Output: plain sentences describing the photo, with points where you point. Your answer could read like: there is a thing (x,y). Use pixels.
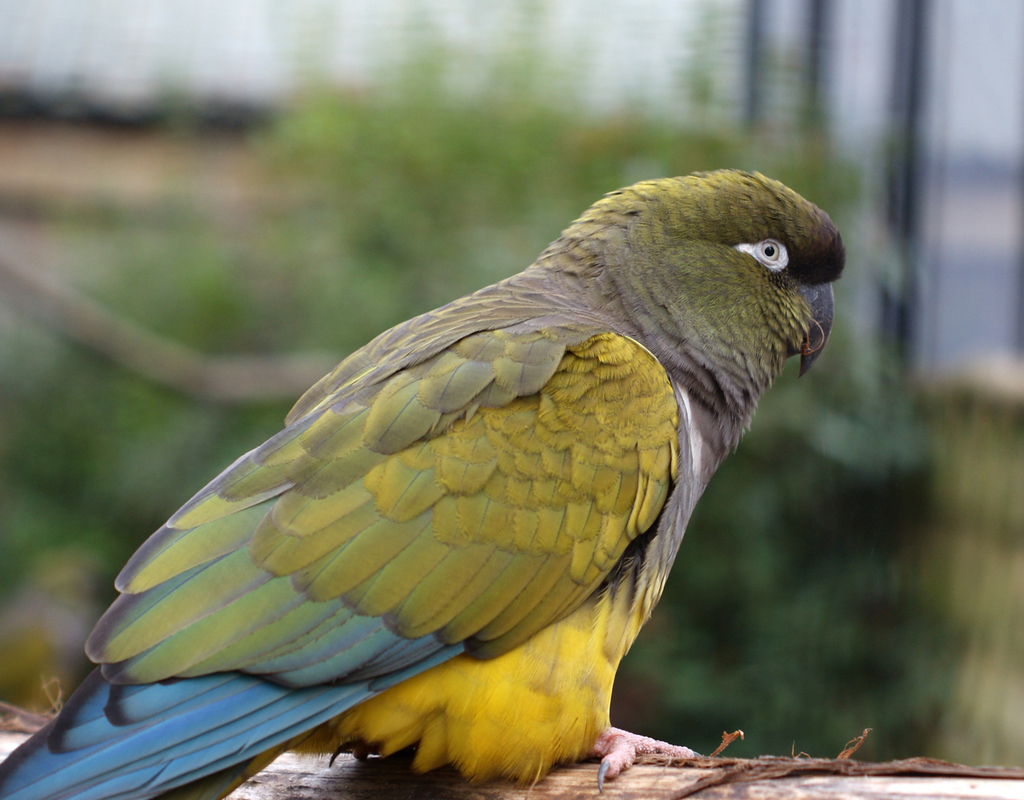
In this image there is a parrot (467,537) sitting on the stem (487,790). In the background (464,173) there is a plant (356,209).
